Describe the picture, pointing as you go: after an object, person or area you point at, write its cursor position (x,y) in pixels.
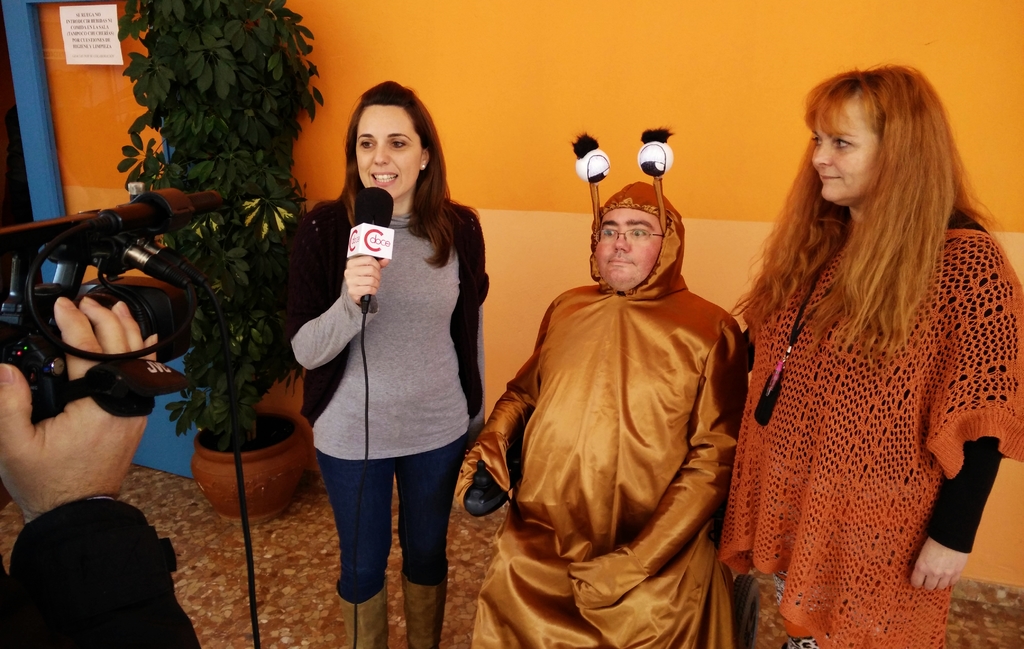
There is a woman (406,356) holding a mic (379,209) and speaking in front of it and there is a person (570,406) sitting beside her is wearing a fancy dress (611,366) and there is another woman (845,348) in the right corner (845,391) and there is a person (65,448) holding a camera (50,373) in the left corner (56,466).
